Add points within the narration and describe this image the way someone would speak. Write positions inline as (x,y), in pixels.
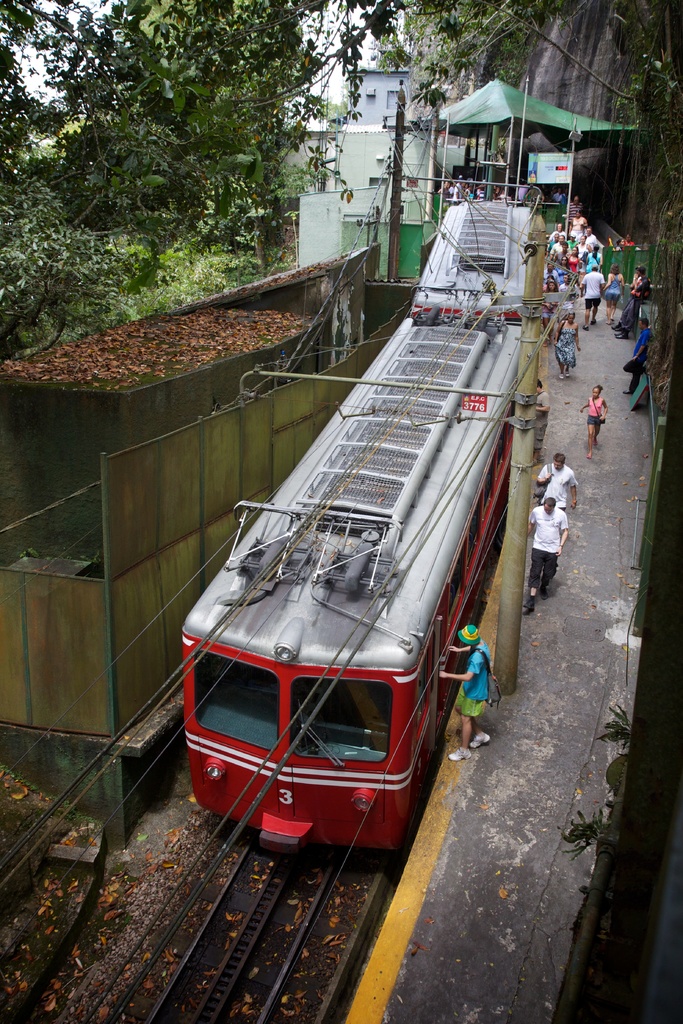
In this image we can see a train (425,554). There are many trees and plants (583,830) in the image. There are many people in the image. There is an electrical pole (394,178) and a few cables (383,194) are connected to it.
